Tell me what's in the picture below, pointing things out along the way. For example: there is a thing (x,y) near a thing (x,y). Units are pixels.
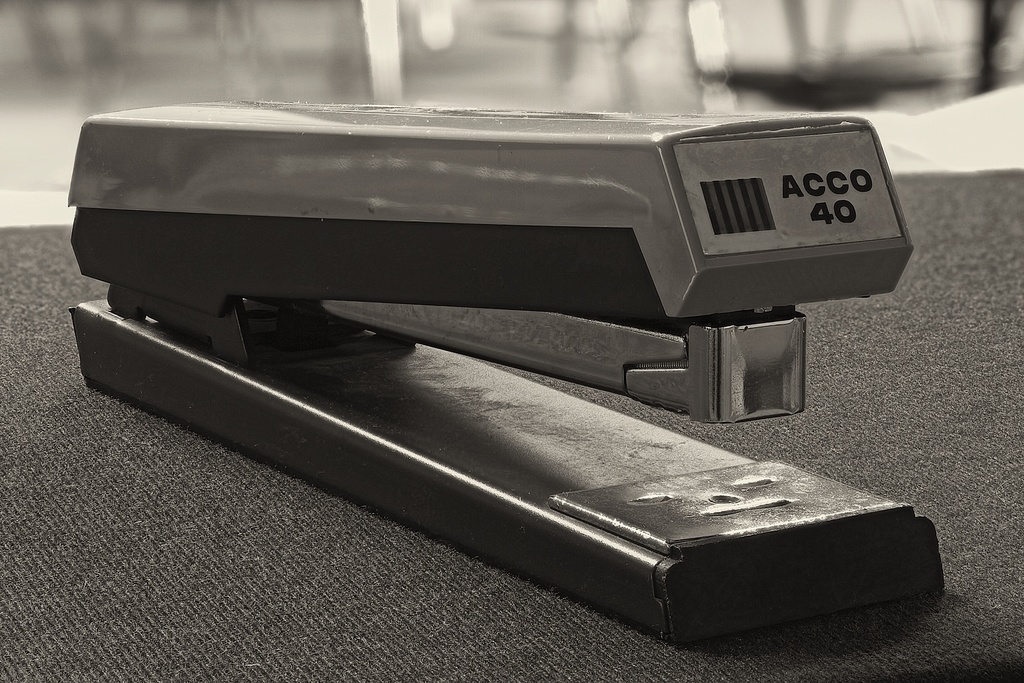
This is a zoomed in picture. In the foreground (132,435) there is a stapler (455,270) placed on an object (964,239) seems to be the table (956,220) and we can see the text (825,184) and numbers (826,220) on the stapler (822,197). The background of the image (987,45) is blurry and there are some objects (373,88) in the background (431,77).
